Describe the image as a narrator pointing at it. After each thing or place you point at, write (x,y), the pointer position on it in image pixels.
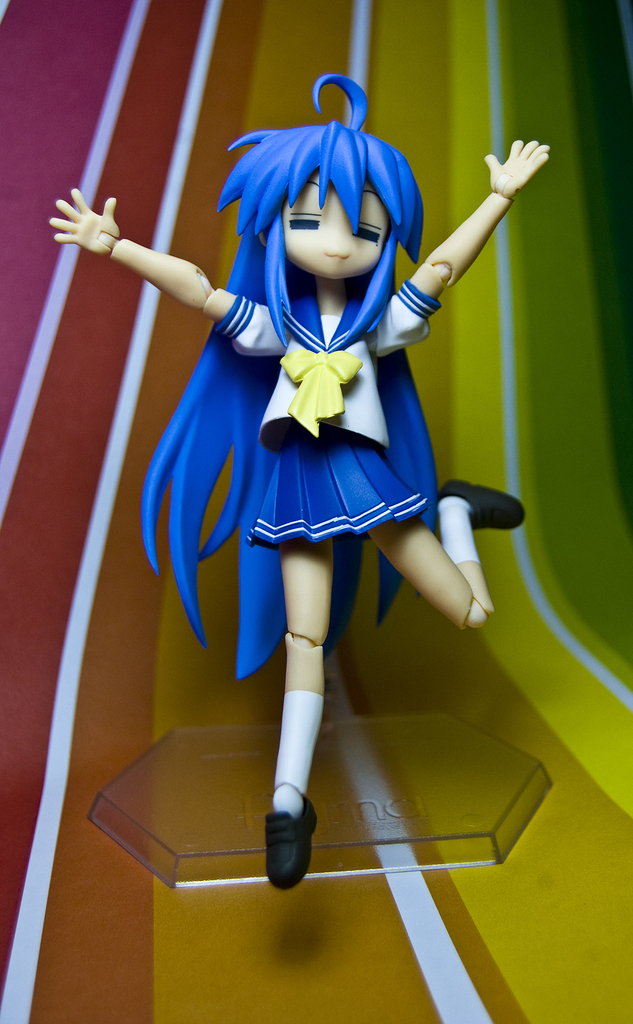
In this image we can see one blue and white girl toy (286,337) and there is colorful background.
